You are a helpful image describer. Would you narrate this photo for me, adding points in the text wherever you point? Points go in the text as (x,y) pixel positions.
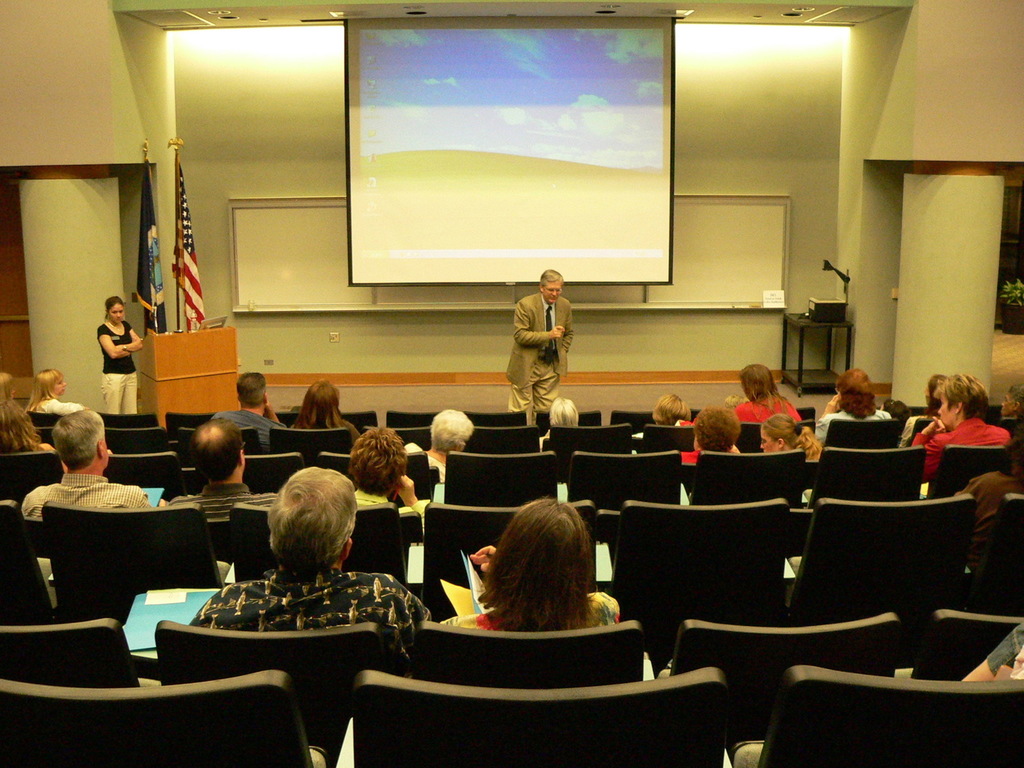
There are many person (389,611) sitting on chairs (646,620). There is a person (561,335) standing on the back (543,330). There is a podium (197,338). There are two flags (191,235). In the background (263,113) there is a wall (305,126) and a screen (524,155).
